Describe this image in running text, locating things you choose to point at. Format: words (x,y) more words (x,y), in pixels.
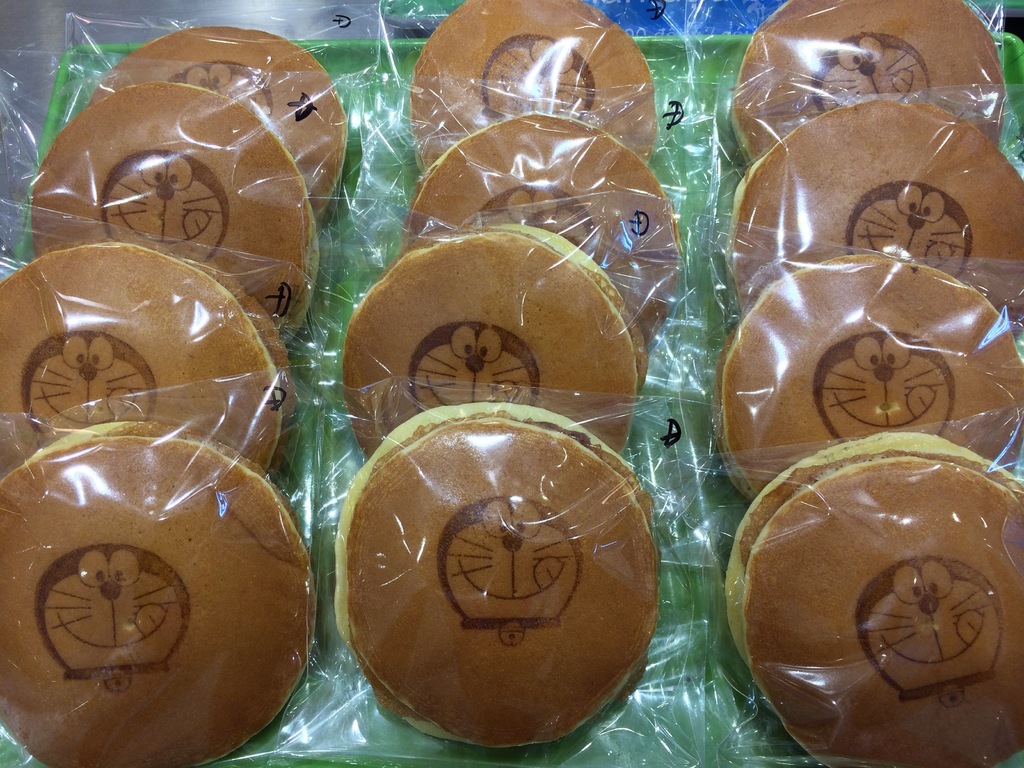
In this image we can see a tray (710,284) containing pancakes (584,532) which are packed in polythene covers (578,511).
